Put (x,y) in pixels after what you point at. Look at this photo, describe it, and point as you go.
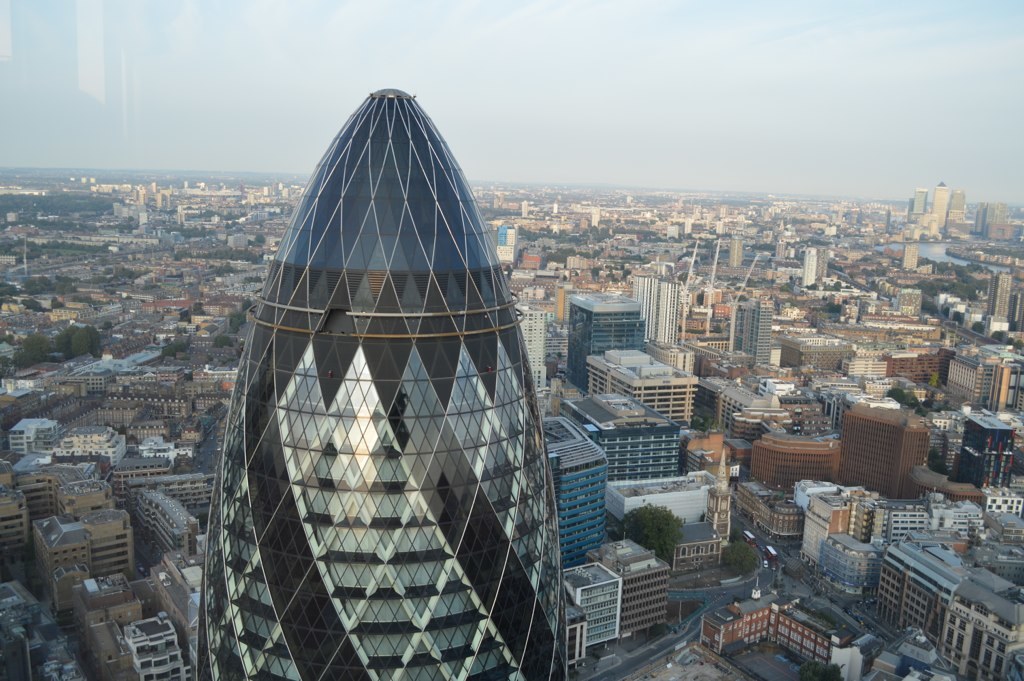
In this picture we can see a few buildings (351,128) from left to right. There are trees (665,555) and a few vehicles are visible on the road (727,595).
